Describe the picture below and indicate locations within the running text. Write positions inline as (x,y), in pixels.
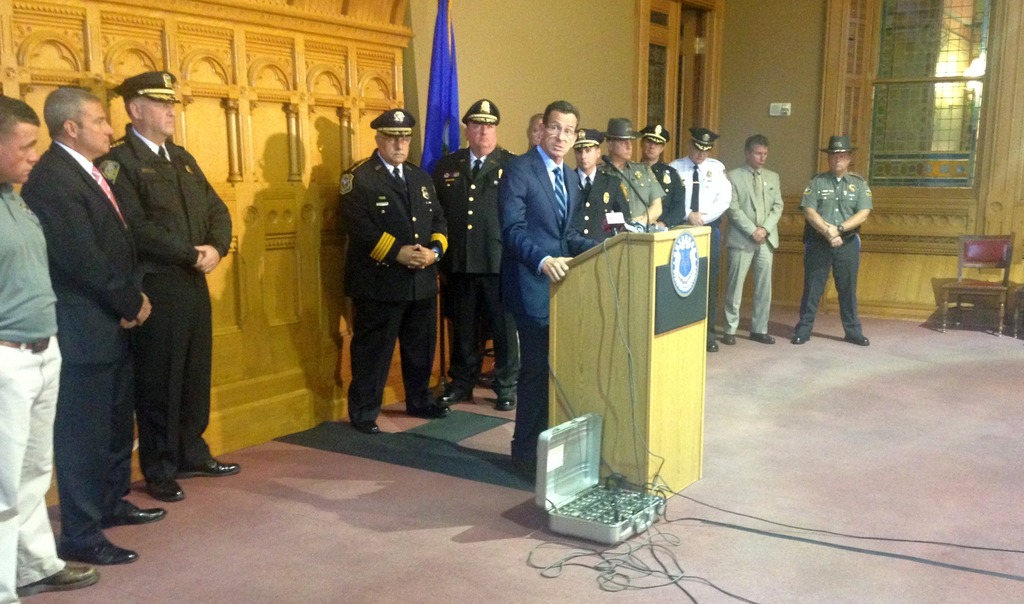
In this picture I can observe some men (449,217) standing on the floor (213,484). One of them is standing in front of a podium (578,298). In the background (577,80) I can observe wall (536,94).
